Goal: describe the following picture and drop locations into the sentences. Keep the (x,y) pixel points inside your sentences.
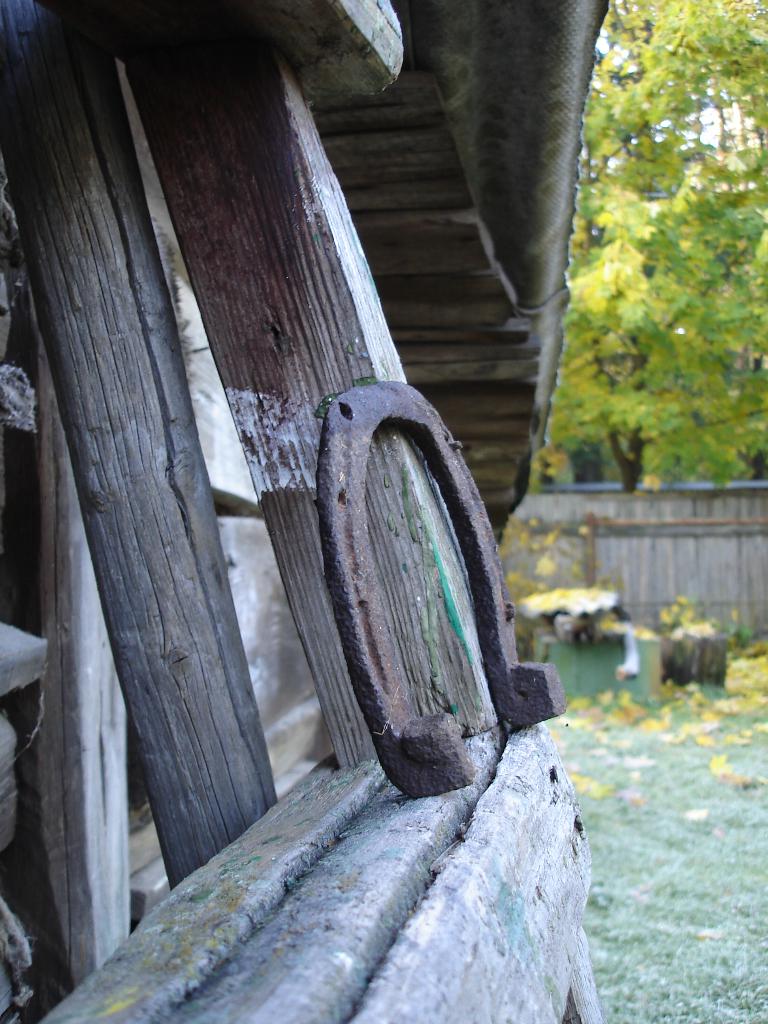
In this image I can see trees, fence (692,529) and other objects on the ground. Here I can see wooden poles (219,639) and metal object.
